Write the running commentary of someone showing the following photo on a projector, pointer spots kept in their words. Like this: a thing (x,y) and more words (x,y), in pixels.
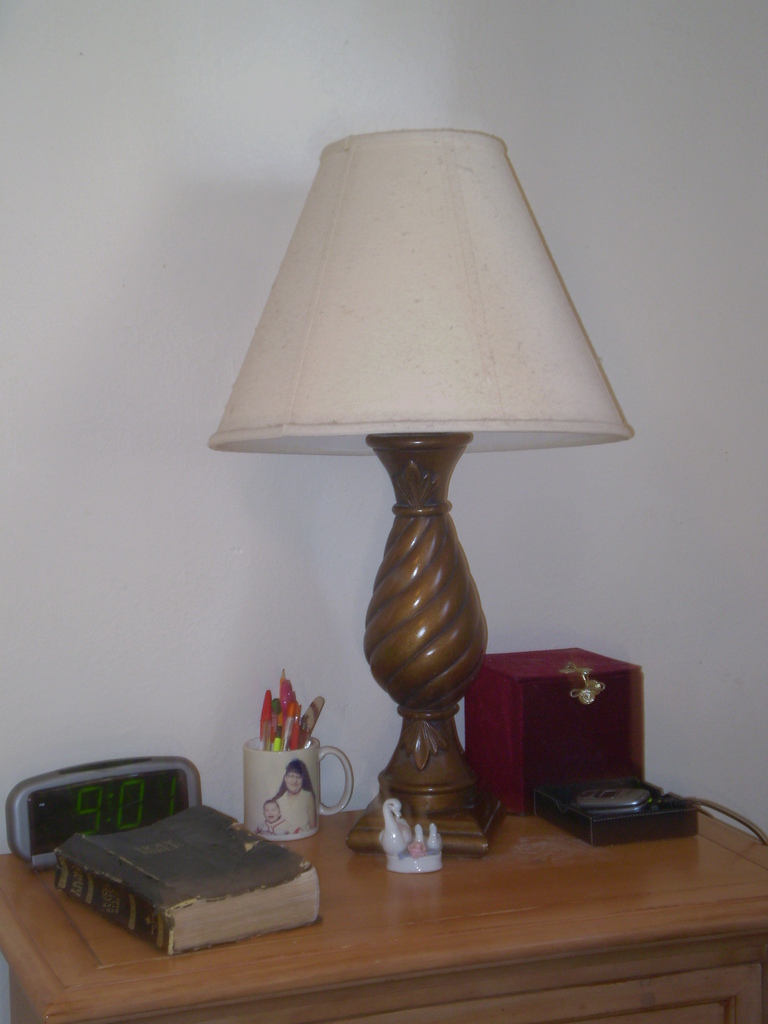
This image consists of a table (371,899) on which book (240,926), clock (11,801), pencils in a cup (309,786), toy (438,857), lamp (451,849) and a box (599,736) is kept. In the background (695,296) I can see a wall (693,227). This image is taken may be in a room (282,498).
